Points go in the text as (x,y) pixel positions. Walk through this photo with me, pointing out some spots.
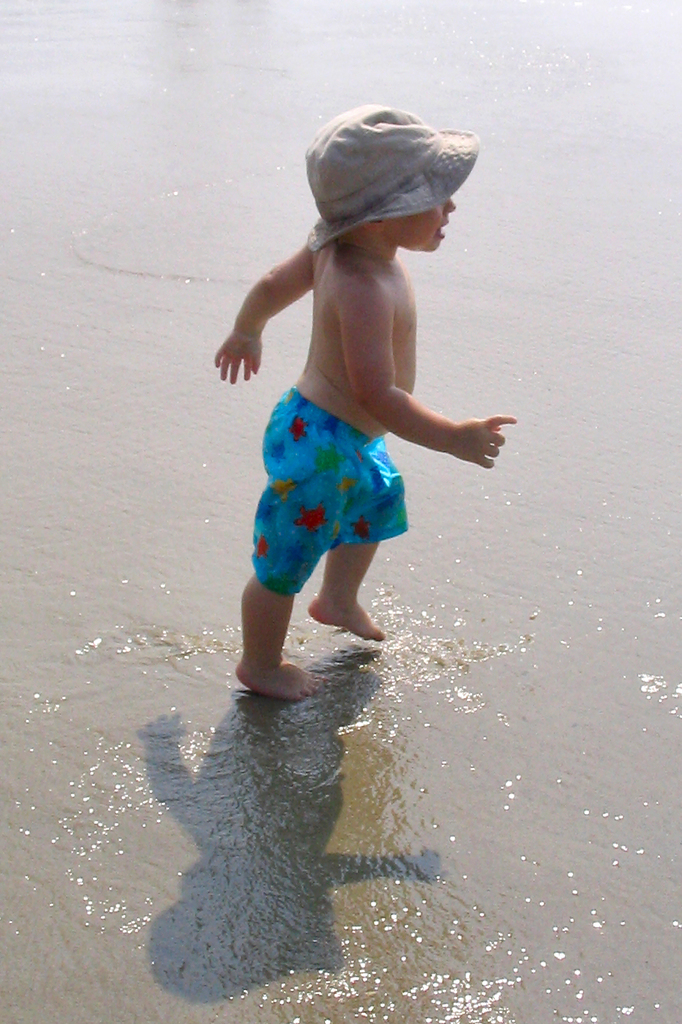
In this picture there is a small boy (441,134) in the center of the image (450,434), he is wearing a hat (333,161) and there is water (8,832) on the floor (647,467).
